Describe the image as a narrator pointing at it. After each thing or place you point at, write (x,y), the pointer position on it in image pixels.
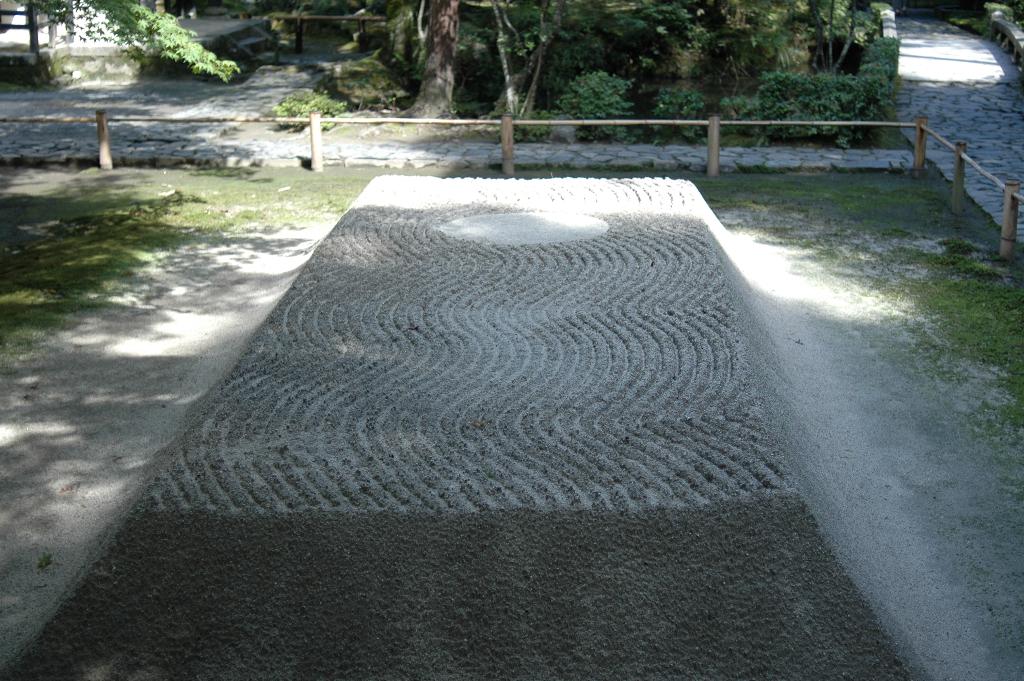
In the foreground of the image (407,291) we can see a sand mound (475,311). In the background (930,45), we can see group of wood poles (510,122), group of trees (204,57), staircase (250,57) and a bridge (930,60).
